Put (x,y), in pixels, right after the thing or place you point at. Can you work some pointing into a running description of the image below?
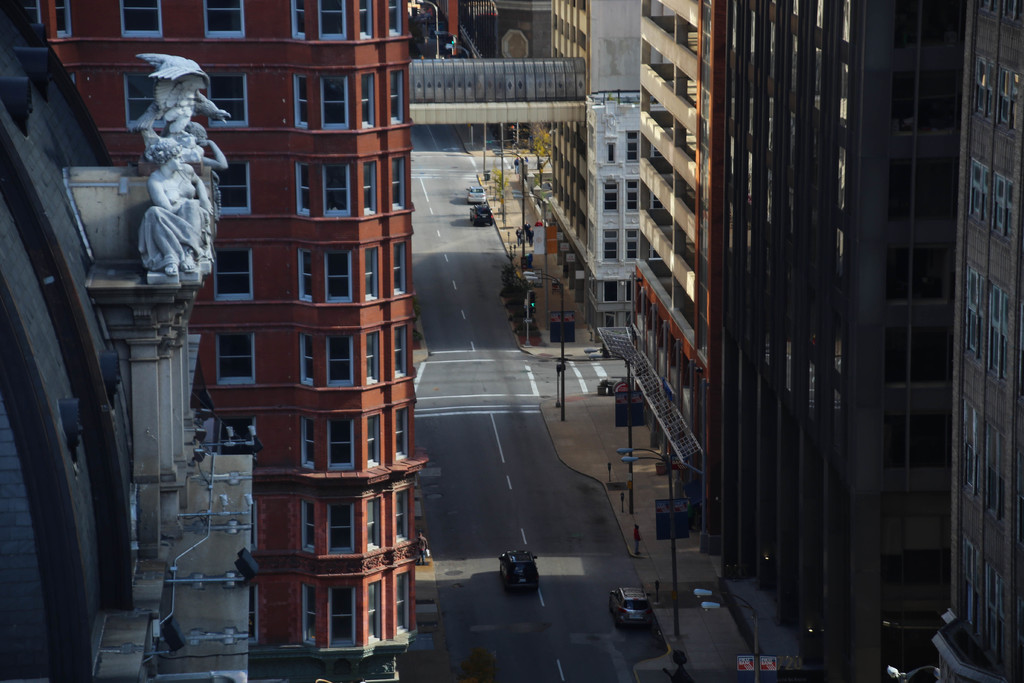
At the bottom (522,584) I can see fleets of cars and light poles (658,452) on the road (575,532). In the foreground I can see buildings (238,297), statues (202,136), bridge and trees (512,311). This image is taken may be during a day.
